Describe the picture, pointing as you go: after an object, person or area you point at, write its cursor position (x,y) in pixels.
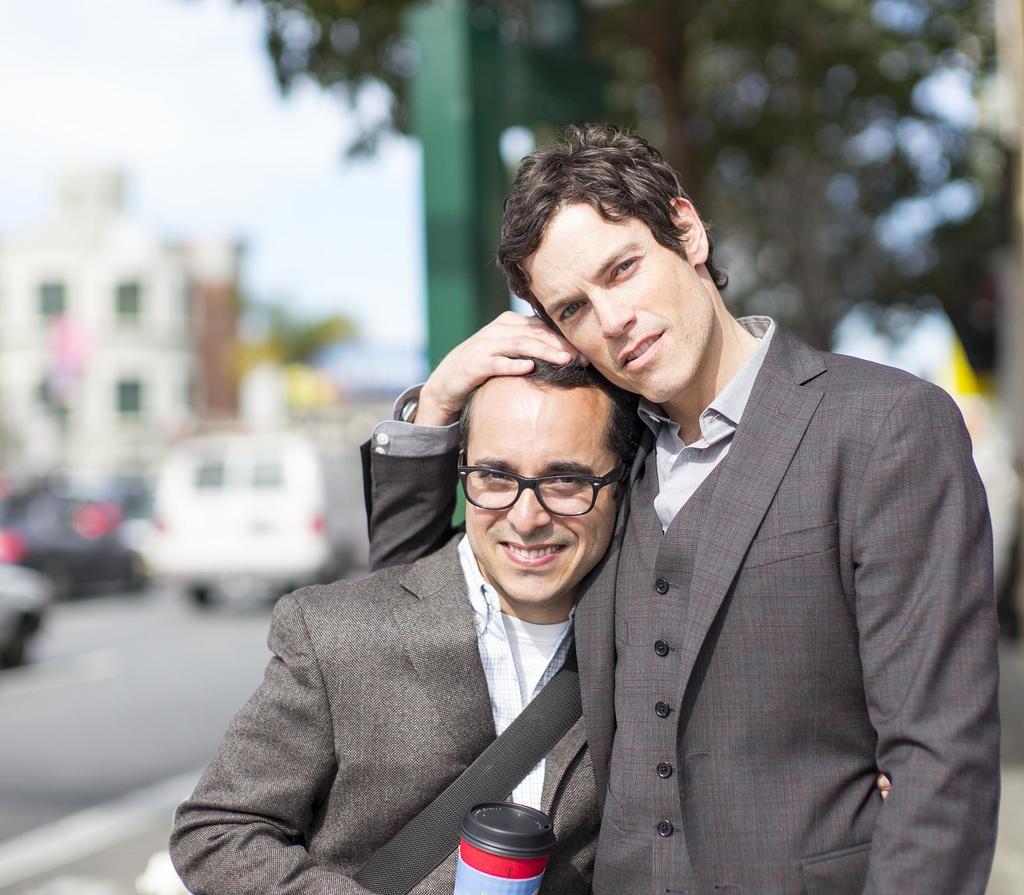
In this picture, we can see two men (432,720) highlighted, and we can see the blurred background (158,281) with trees (828,60), buildings (38,413), poles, vehicles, and the road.
